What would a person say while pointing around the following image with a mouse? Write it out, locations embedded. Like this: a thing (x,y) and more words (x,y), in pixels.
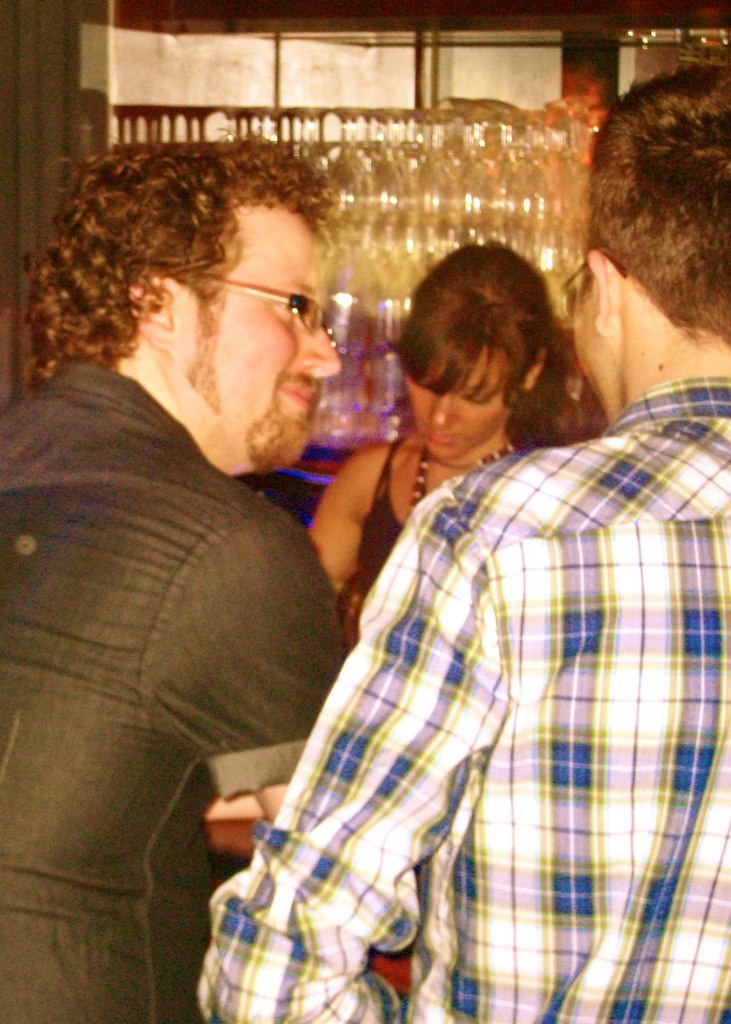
In this image there are group of persons (432,611). In the front (179,672) on the left side (117,662) there is a man (120,645) smiling. In the background (421,374) there is a woman (447,398) and behind the women (470,326) there are glasses (413,216).
